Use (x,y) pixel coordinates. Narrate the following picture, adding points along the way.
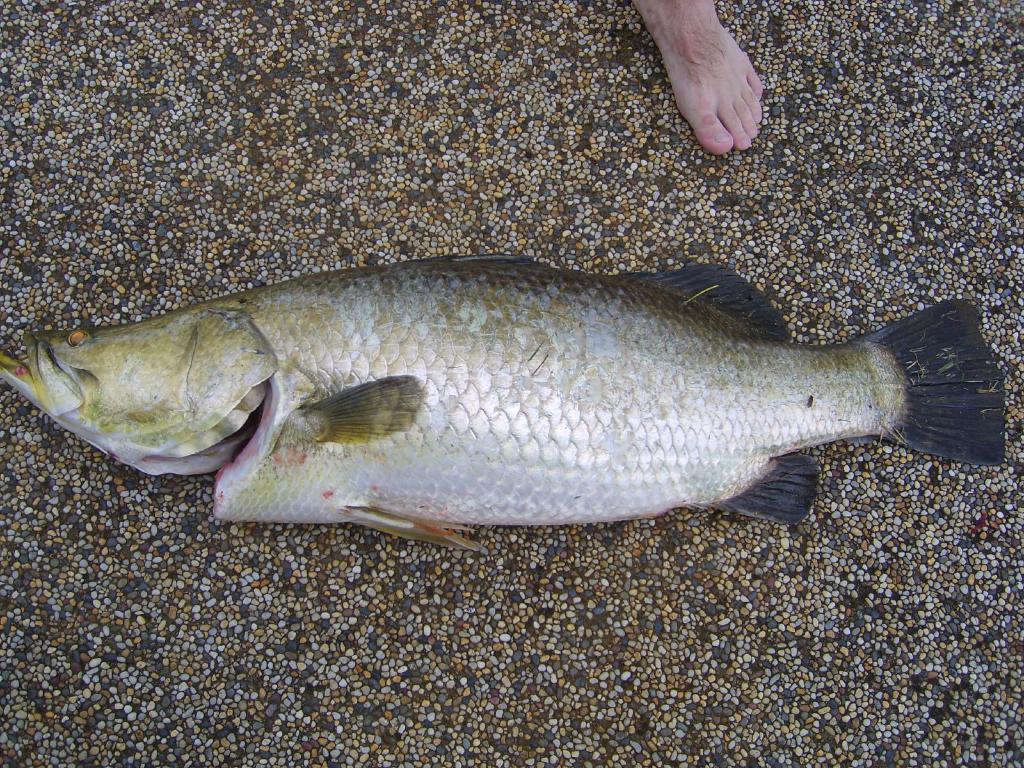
In this image in the middle (444,400), there is a fish (582,430). At the top (684,58) there is a person leg (710,86). In the background (618,621) there are stones (757,665).
